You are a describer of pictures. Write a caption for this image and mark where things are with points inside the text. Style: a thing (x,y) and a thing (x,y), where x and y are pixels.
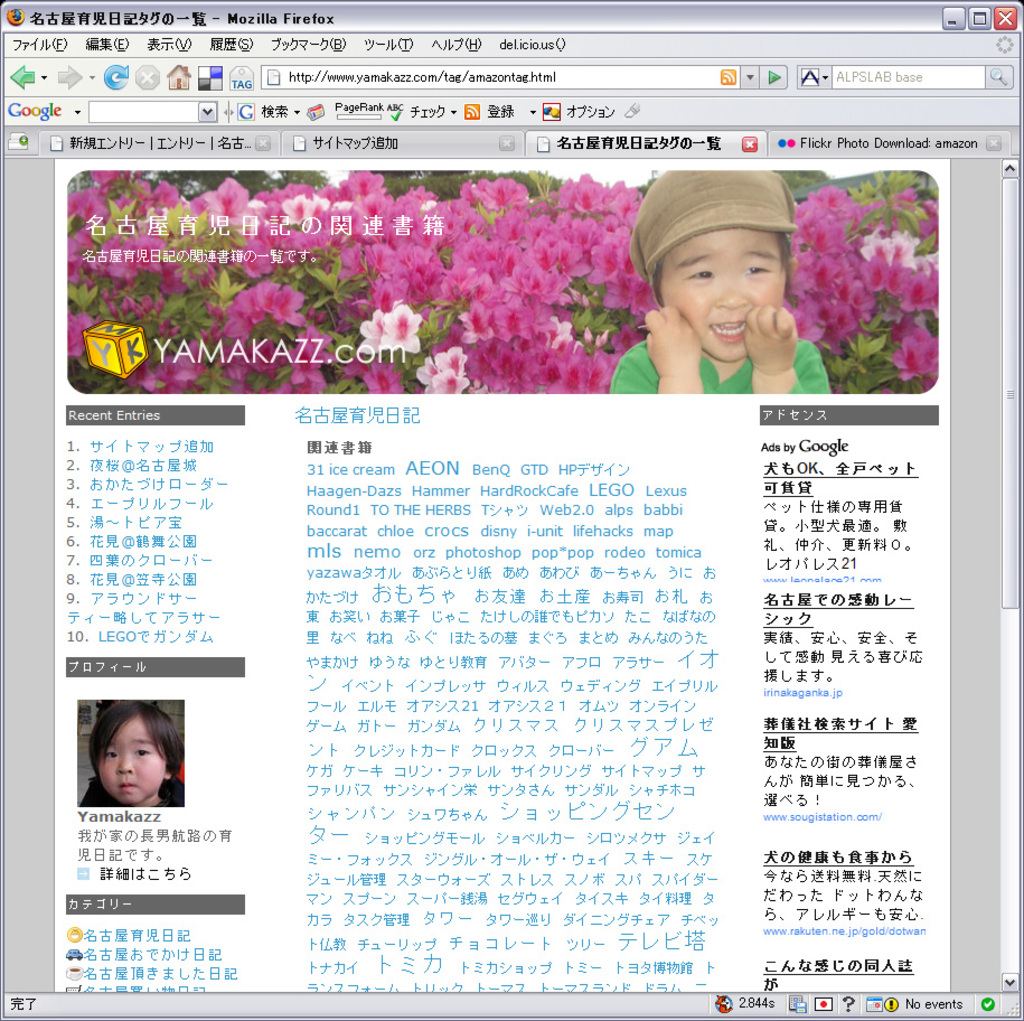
This image consists of a screenshot. In which we can see a kid (715,370) and flowers (452,325) in pink color along with plants (326,277). At the bottom (372,917), there is text (359,623).
